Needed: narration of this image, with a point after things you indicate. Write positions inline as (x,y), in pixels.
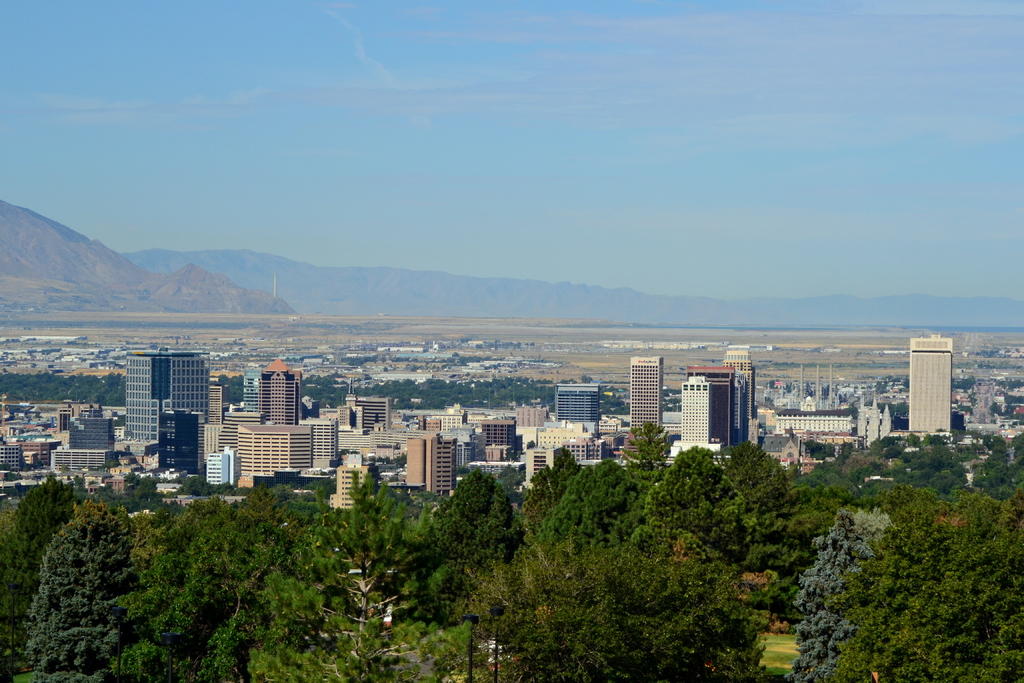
In this image I can see many trees (519,577). In the background (322,451) there are many buildings (354,405) which are in grey, cream and white color. I can also see the ground (224,315), mountains (105,265) and the blue sky (398,146) in the back (337,145).
